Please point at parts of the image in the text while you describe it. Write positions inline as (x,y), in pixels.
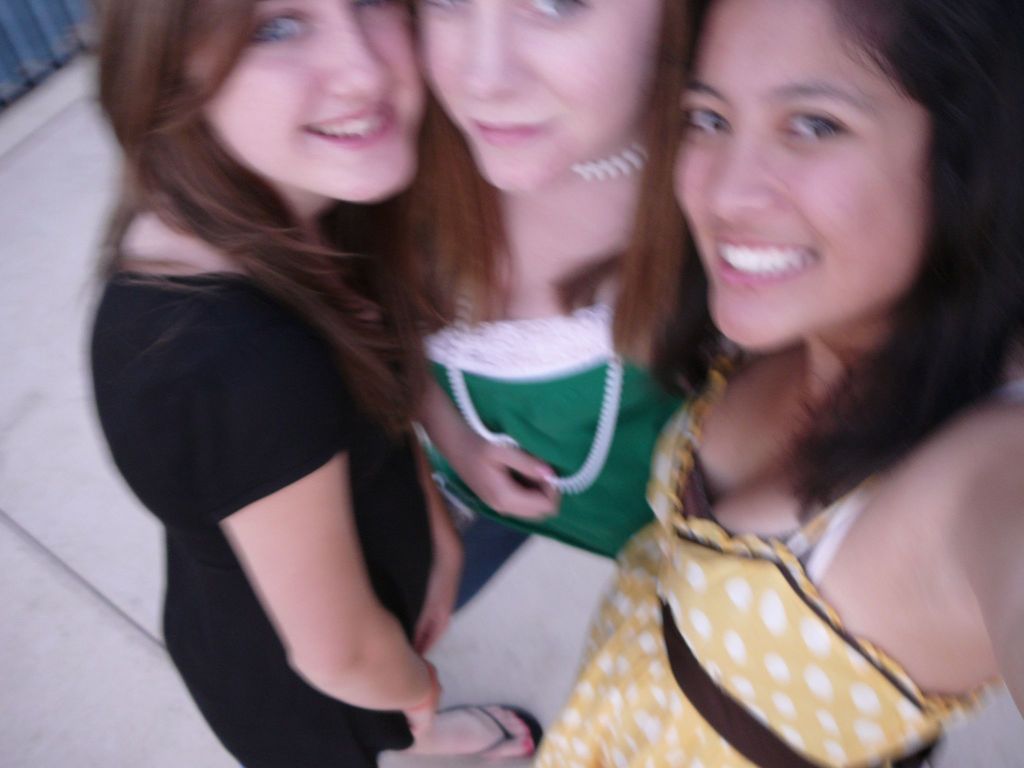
In this image I can see three women (897,171) standing on the floor (74,719) and they are wearing a colorful dresses (570,472).
